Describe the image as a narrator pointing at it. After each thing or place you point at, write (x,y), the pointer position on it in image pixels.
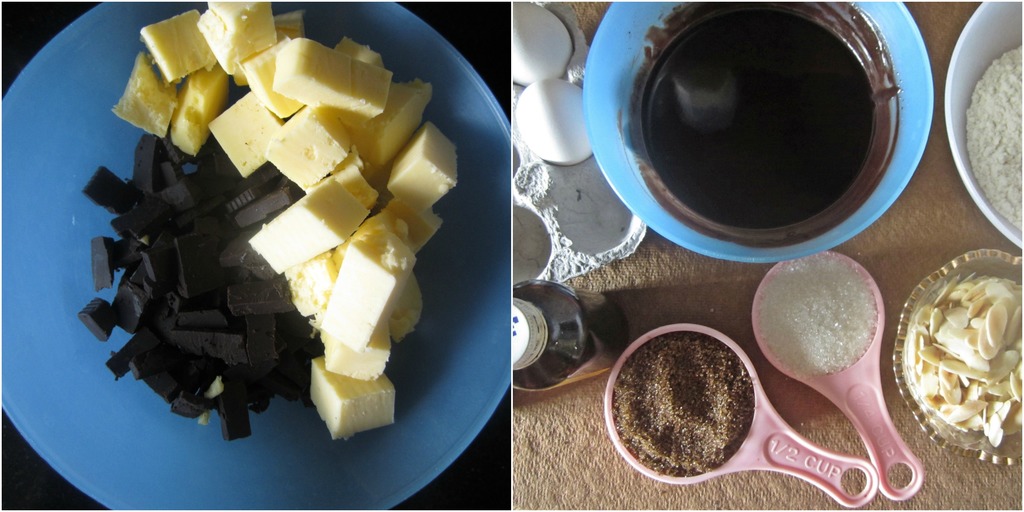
This is a collage image. We can see some food items (334,183) in containers (620,97). In the second part of the image, we can see some eggs (561,129), a bottle (514,308). We can see some measuring cups (805,378) with sugar (836,357) and other object (709,435).
